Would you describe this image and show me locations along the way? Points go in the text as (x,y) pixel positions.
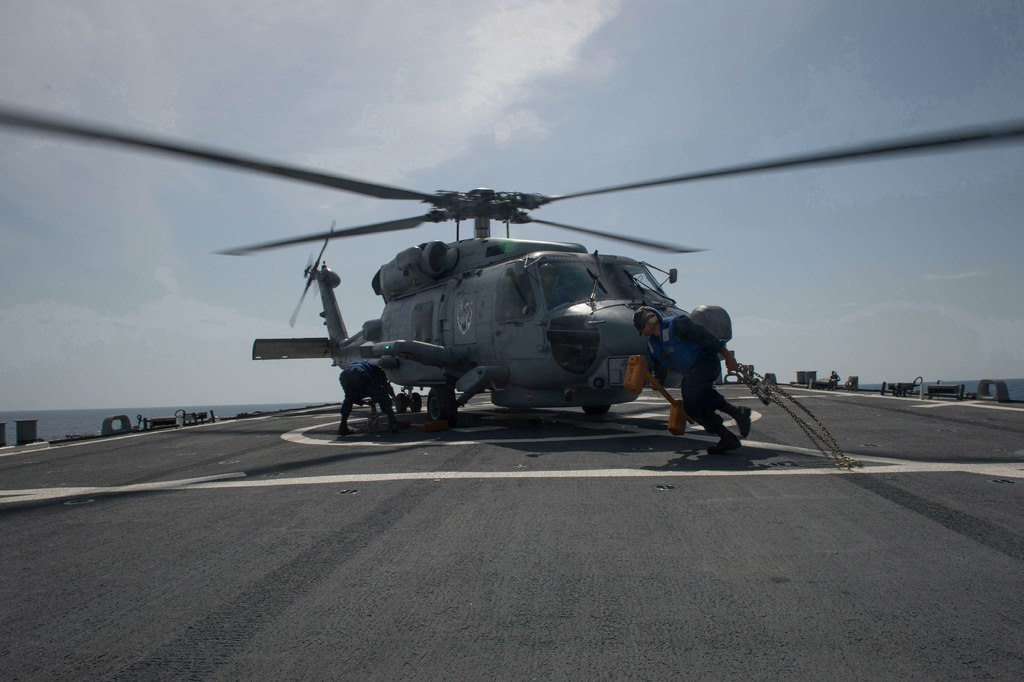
In this image in the center (532,324) there is one helicopter (464,353) and there are two persons (379,377), at the bottom (390,458) there is deck (294,535) and on the right side (944,390) and left side there are some objects (27,436). On the top of the image (578,144) there is sky (839,239).
